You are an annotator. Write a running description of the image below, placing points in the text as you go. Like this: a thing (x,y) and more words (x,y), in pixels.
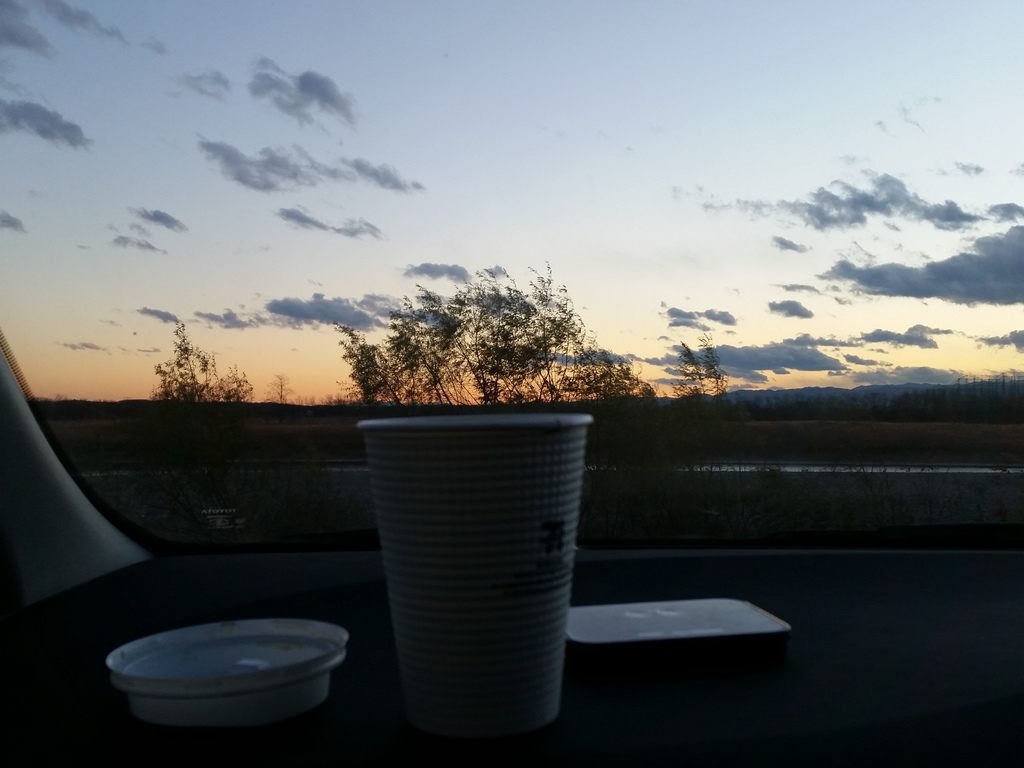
In this image I can see cup (473,653), lid (260,666) and few objects (683,637) on the surface (796,670). Back I can see trees (478,361). The sky (523,162) is in blue and white color.
